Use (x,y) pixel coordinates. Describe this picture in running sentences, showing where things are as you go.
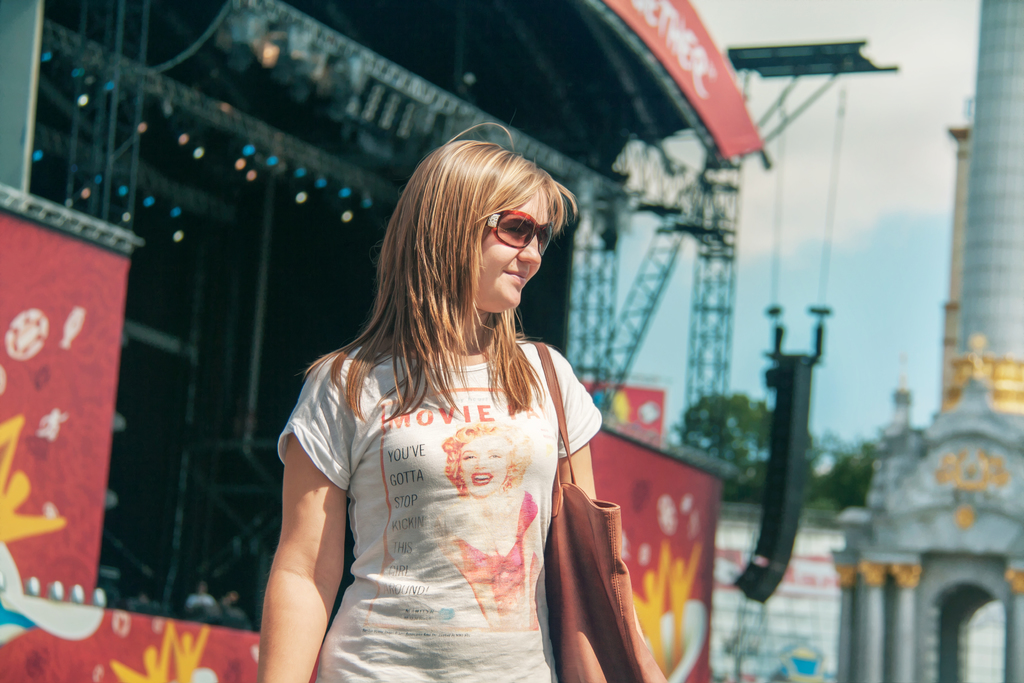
In this picture we can see woman (387,406) carrying bag (590,530) with her and smiling and in background (340,185) we can see some stage (213,301), sky (832,288), trees (724,437), wall (759,628).
